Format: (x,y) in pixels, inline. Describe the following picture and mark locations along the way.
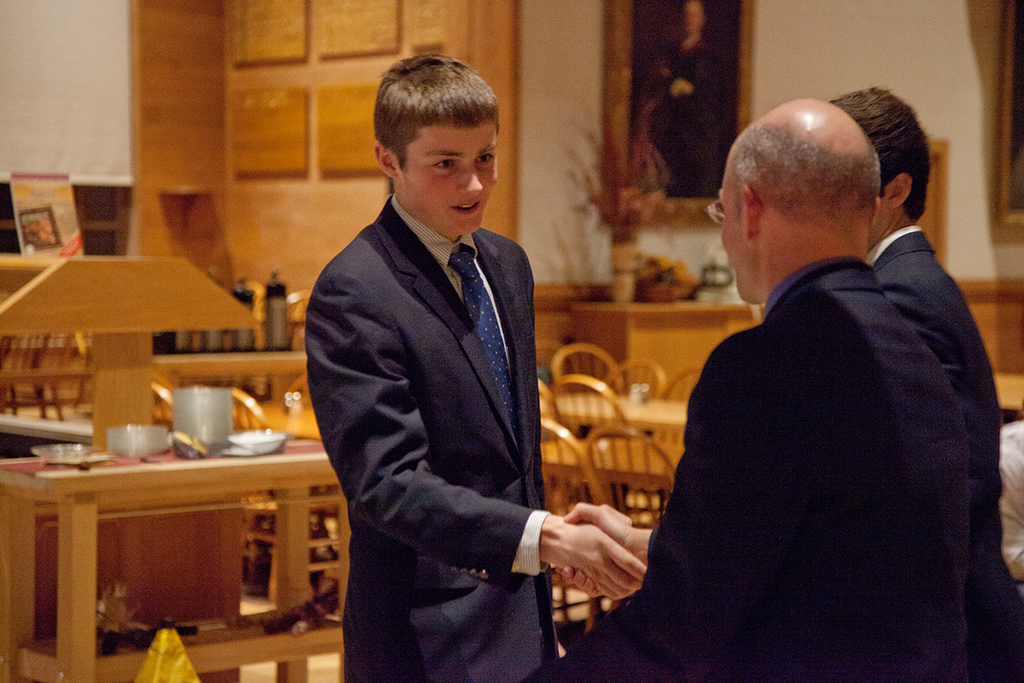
This picture shows four people (903,381), three people (848,383) are standing and one is seated on the chair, in the background (178,421) we can see some objects (154,436) on the table (126,468) and a wall painting (656,140).
